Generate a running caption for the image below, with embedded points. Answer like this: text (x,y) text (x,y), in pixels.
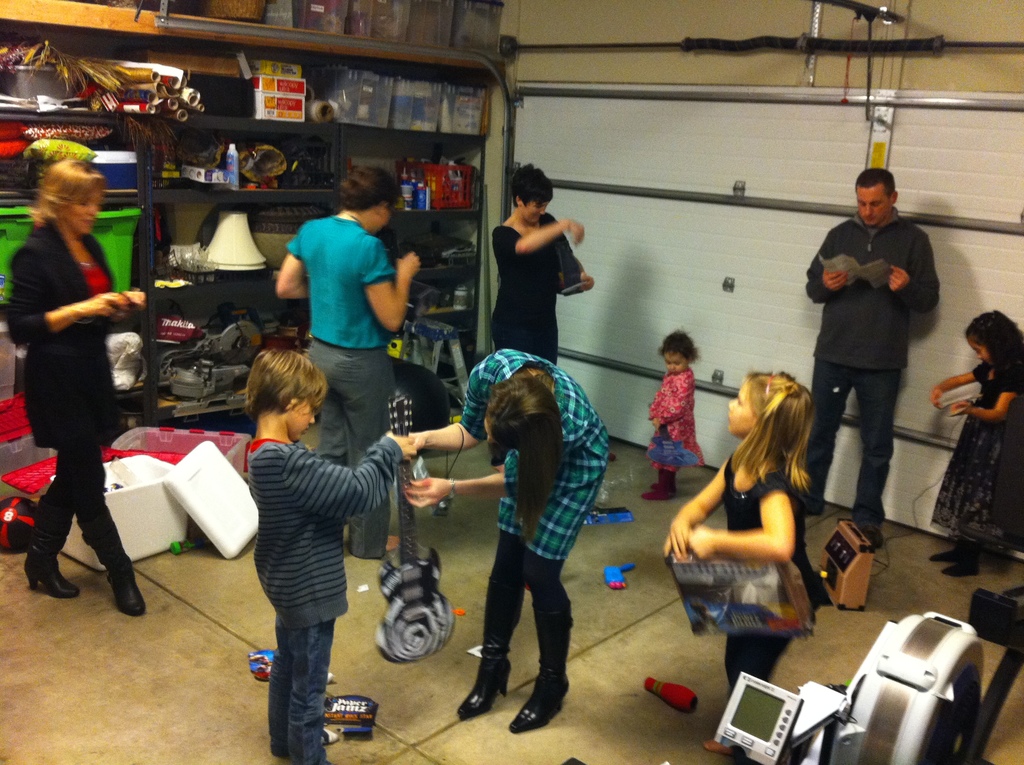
In this picture there are kids (316,372) and people (541,474). The picture is taken in a room (264,631), in the room (894,602) there are shelves (122,104), boxes (776,585), machines (200,387) and other objects (153,145).
